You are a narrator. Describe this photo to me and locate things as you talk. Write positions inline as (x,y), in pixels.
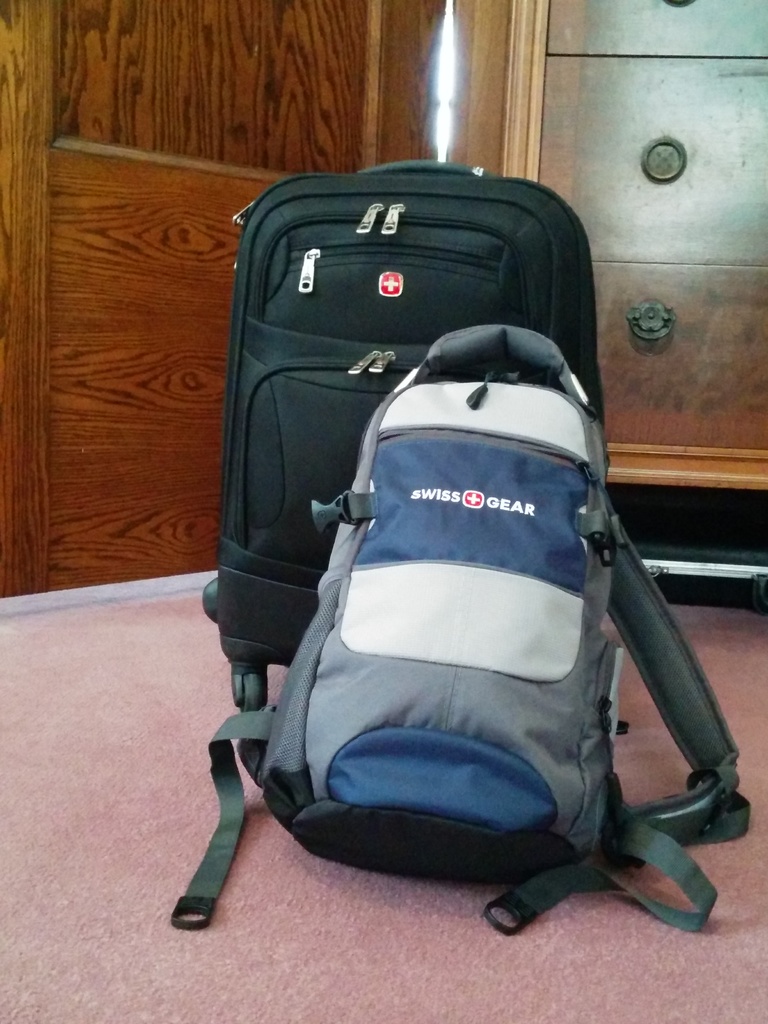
In this image i can see a blue white and grey bag (447,593) and black suitcase (343,381) on the floor (189,678). In the background (202,560) can see the wooden wall (220,141) and drawer (644,129). I can see the floor mat (92,858).
